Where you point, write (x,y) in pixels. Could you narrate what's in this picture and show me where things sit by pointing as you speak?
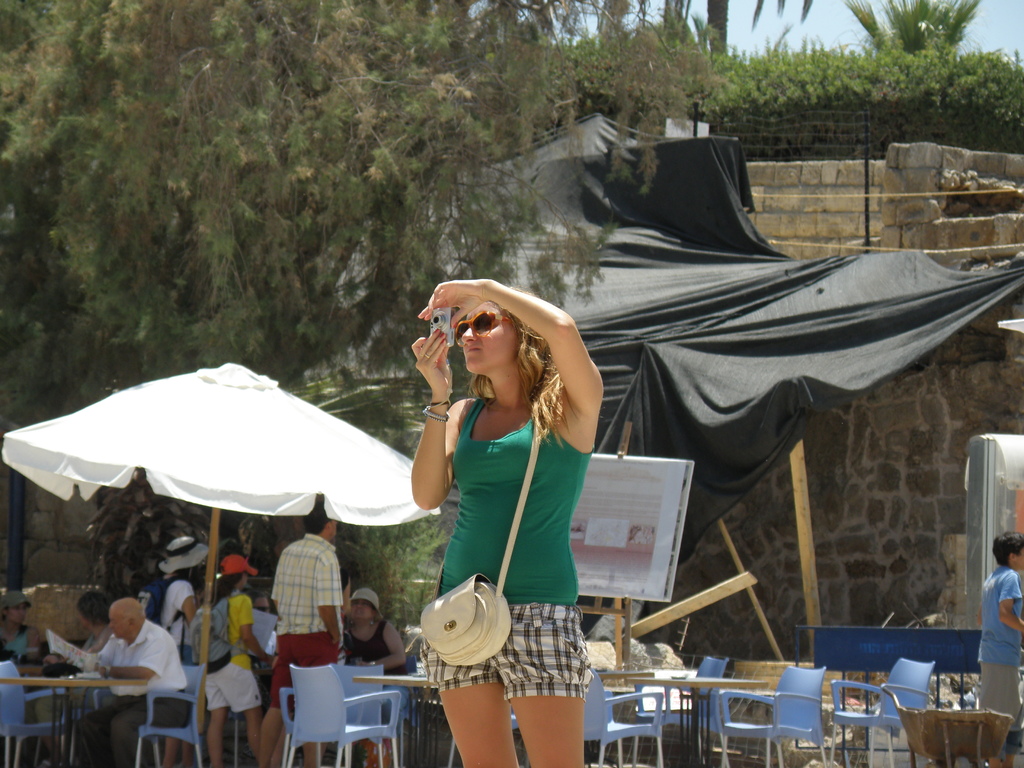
Front this woman (527,418) is holding camera (438,319), white bag (458,630) and goggles (466,330). Under this umbrella (227,451) few persons (237,633) are standing and few persons (152,662) are sitting on chairs (313,671). In-front of them there are tables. This is a information board (668,533). We can able to see trees (220,124) and plants (767,107). These two persons (200,608) wore bag (153,597) and cap (234,562).
